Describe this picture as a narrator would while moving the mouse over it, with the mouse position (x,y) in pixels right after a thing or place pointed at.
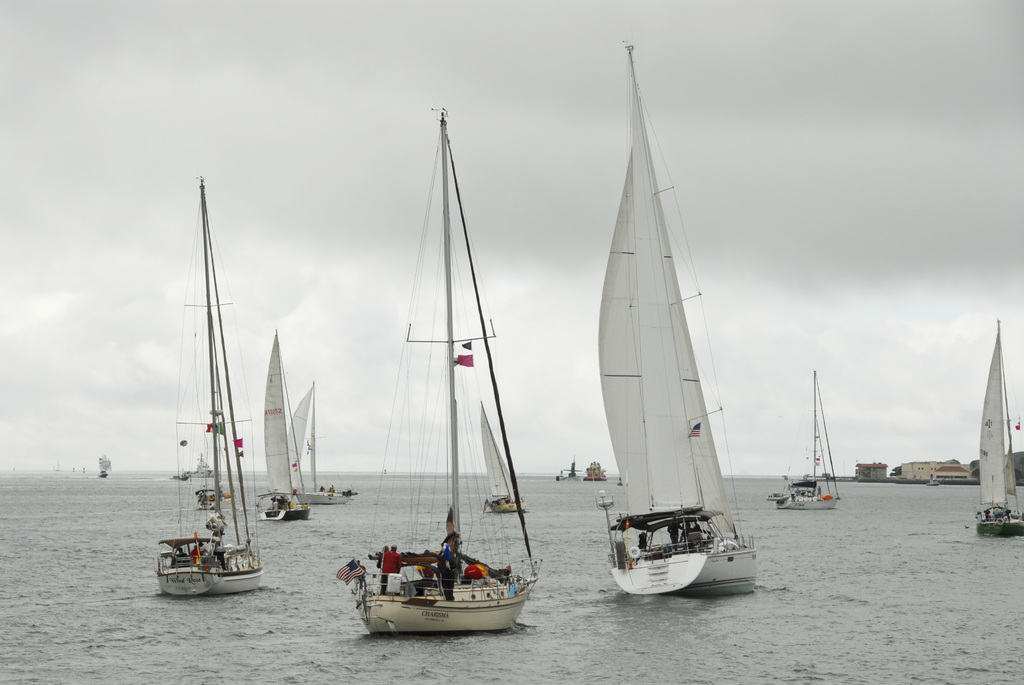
In the image there is water (522,652). On the water (971,501) there are boats (478,560) with poles (646,139), ropes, cloth (614,382) and inside the boat (217,516) there are few people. In the background (264,441) there are buildings (956,472) and also there is sky (942,451) with clouds (835,472).
